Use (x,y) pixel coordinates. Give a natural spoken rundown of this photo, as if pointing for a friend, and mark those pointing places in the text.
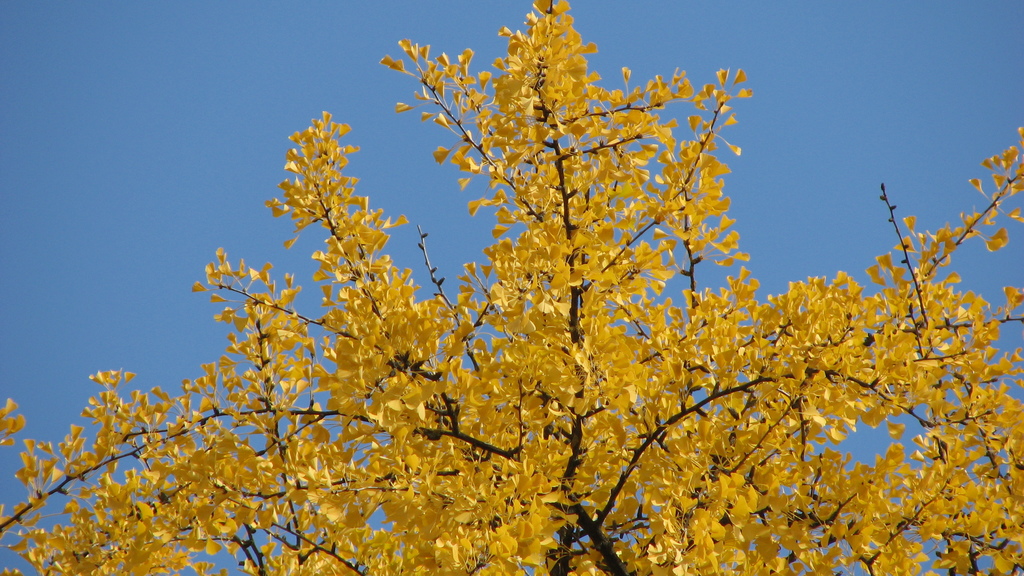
In this picture we can see a tree (599,365) and in the background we can see a sky (627,323).
